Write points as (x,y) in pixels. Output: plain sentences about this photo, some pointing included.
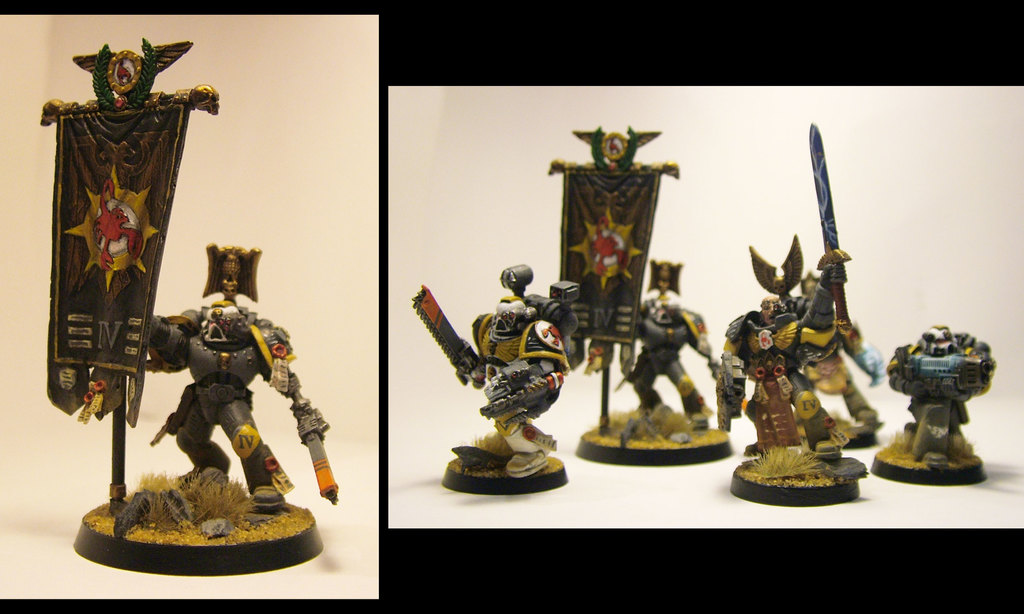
In this image I can see there is a collage. And there are toys (221,378) in it. And there is a flag (140,207), Knife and few objects (766,285).
